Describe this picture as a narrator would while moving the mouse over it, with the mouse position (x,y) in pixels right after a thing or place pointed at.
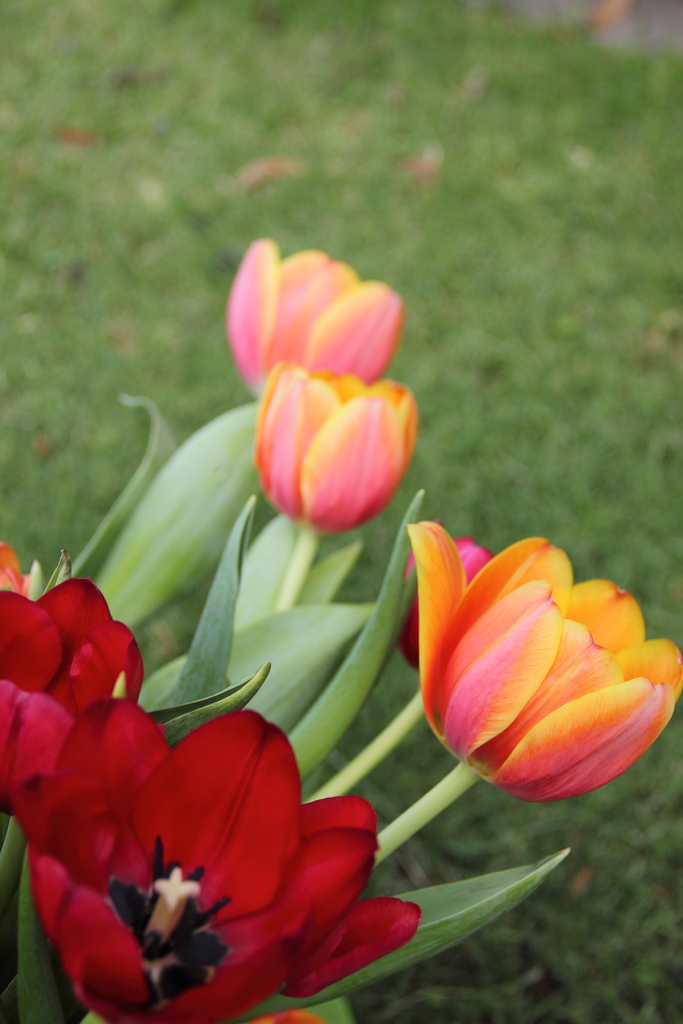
This image consists of flowers (505,684). In the front (191,877), we can see the red flowers (230,801) and orange flowers (263,379). At the bottom (586,836), there is green grass (531,340) on the ground (347,226).
